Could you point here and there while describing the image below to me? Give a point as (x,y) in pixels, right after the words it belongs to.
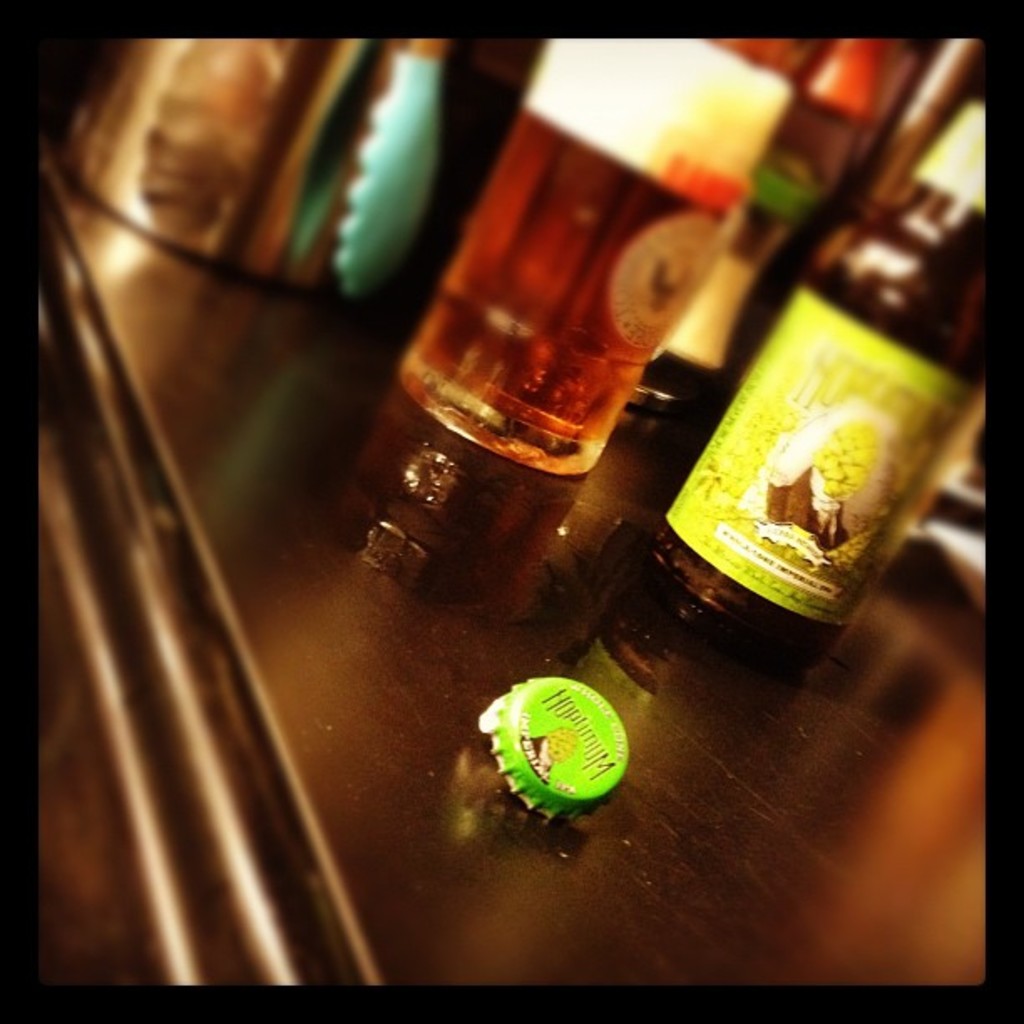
In this image, there is a table (400,736) on which bottles (832,495) are kept and a cap (565,764) is kept. This image is taken inside a room (566,492).
